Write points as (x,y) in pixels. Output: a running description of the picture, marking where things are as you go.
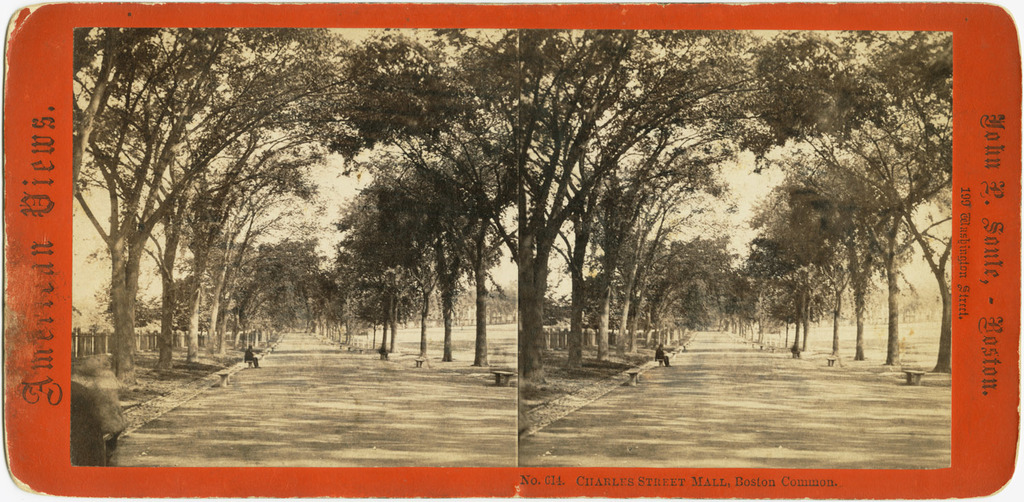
This is an edited image. This picture is the collage of two images. These two images are same. On the left side (252,350), we see a man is sitting on the bench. On either side of the picture, we see trees (189,333). On the left side (82,339), we see a wall (151,342). There are trees (284,258) in the background (340,262). This picture has red color borders (695,469) on all the four sides. This might be a photo frame (977,395).
